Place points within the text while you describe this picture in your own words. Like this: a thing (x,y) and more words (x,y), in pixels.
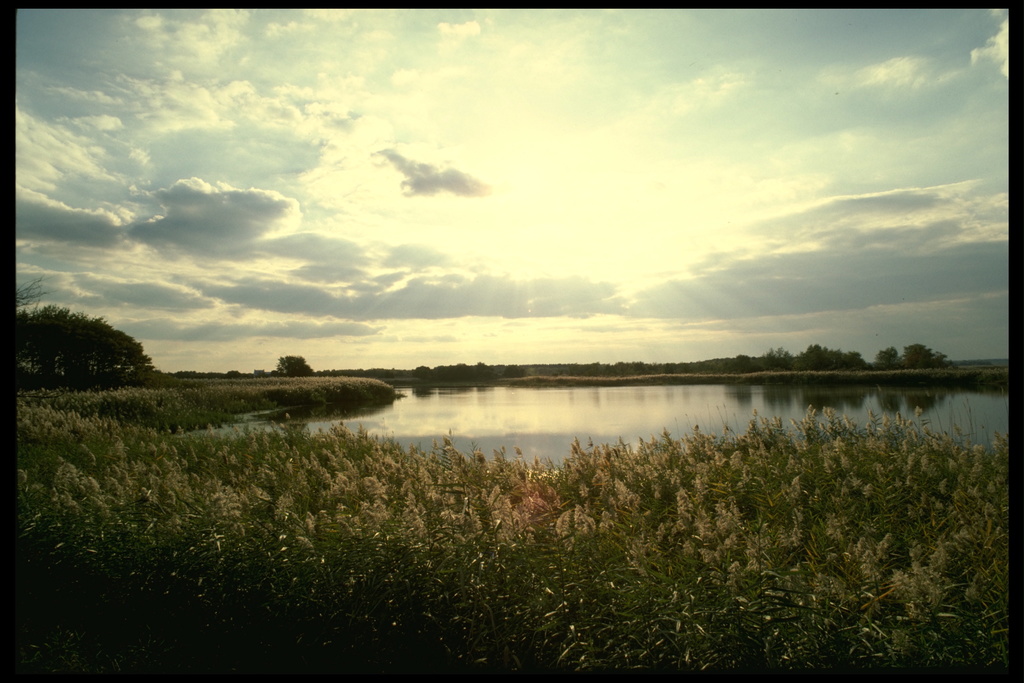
This is an outside view. At the bottom of the image (286,522) I can see the plants (362,516). In the middle of the image (519,399) there is water (433,397). In the background (72,340) there are some trees (116,344) and on the top of the image (523,94) I can see the sky (449,114) and clouds (227,227).
